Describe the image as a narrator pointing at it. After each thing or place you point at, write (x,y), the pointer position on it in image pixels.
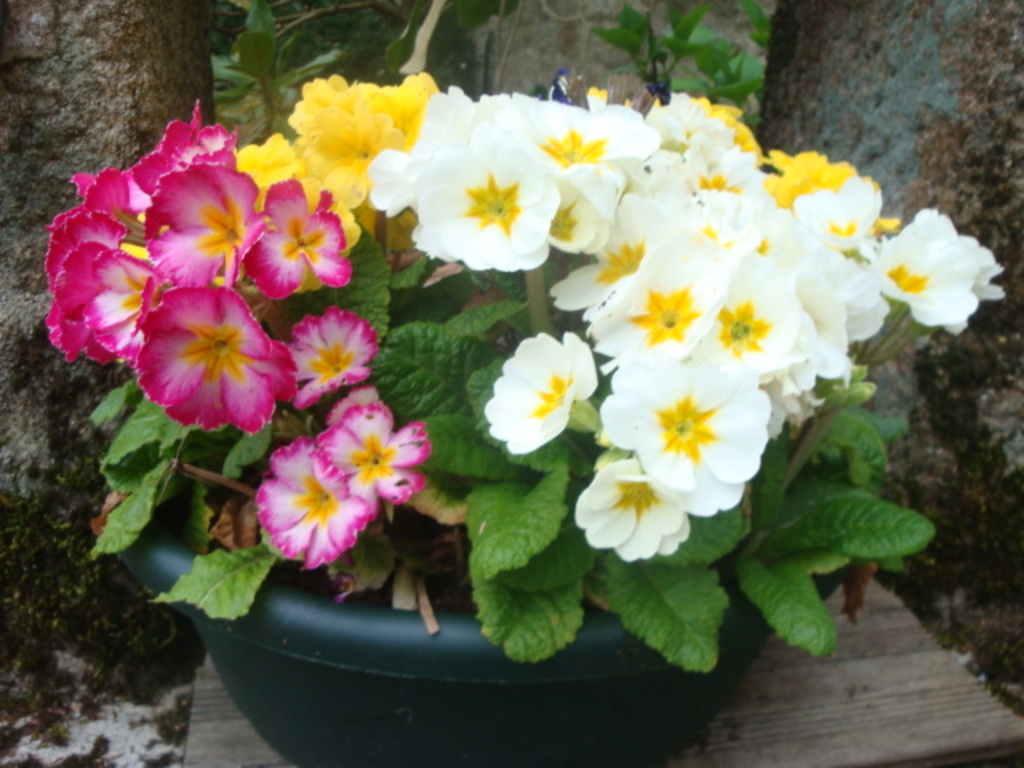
In this image, we can see flowers (70,298), green leaves (717,615) and pot (518,679). At the bottom (877,692), we can see an object (863,705). Background (88,584) we can see wall (933,95) and algae (83,552).
